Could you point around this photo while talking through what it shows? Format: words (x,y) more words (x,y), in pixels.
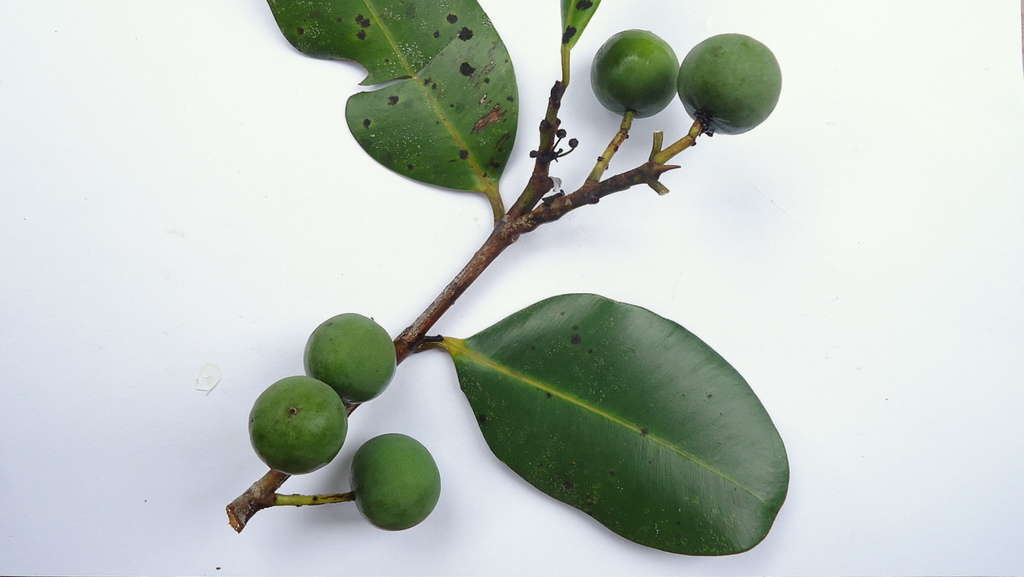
In this image I can see leaves (550,335) and green color fruits (319,361) on a white color surface (406,408).
